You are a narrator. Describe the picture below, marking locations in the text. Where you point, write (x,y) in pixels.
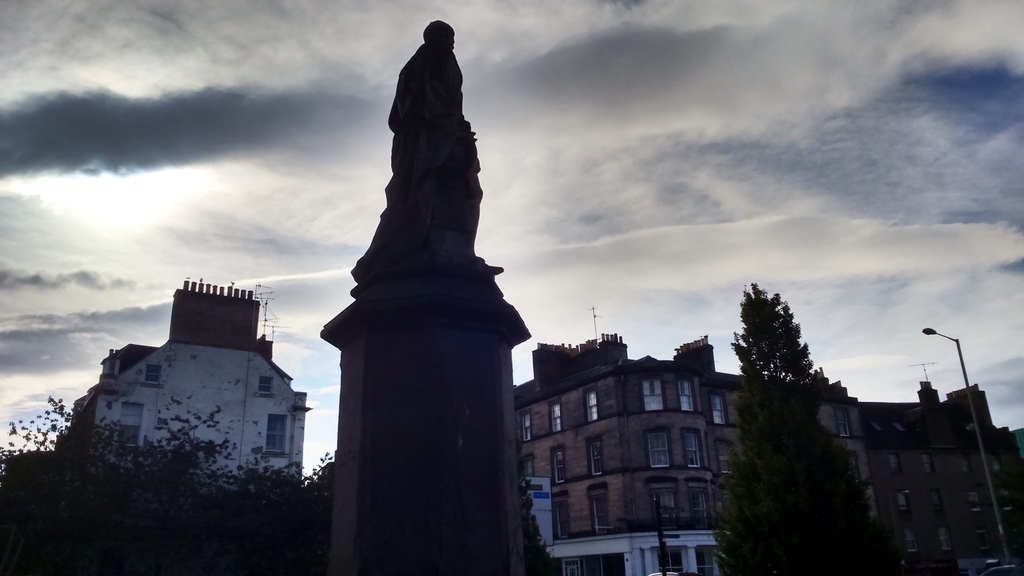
In the image we can see the sculpture (418,124), buildings (665,429) and these are the windows (691,448) of the building (618,456). Here we can see trees (815,467), light pole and the cloudy sky (651,168).
